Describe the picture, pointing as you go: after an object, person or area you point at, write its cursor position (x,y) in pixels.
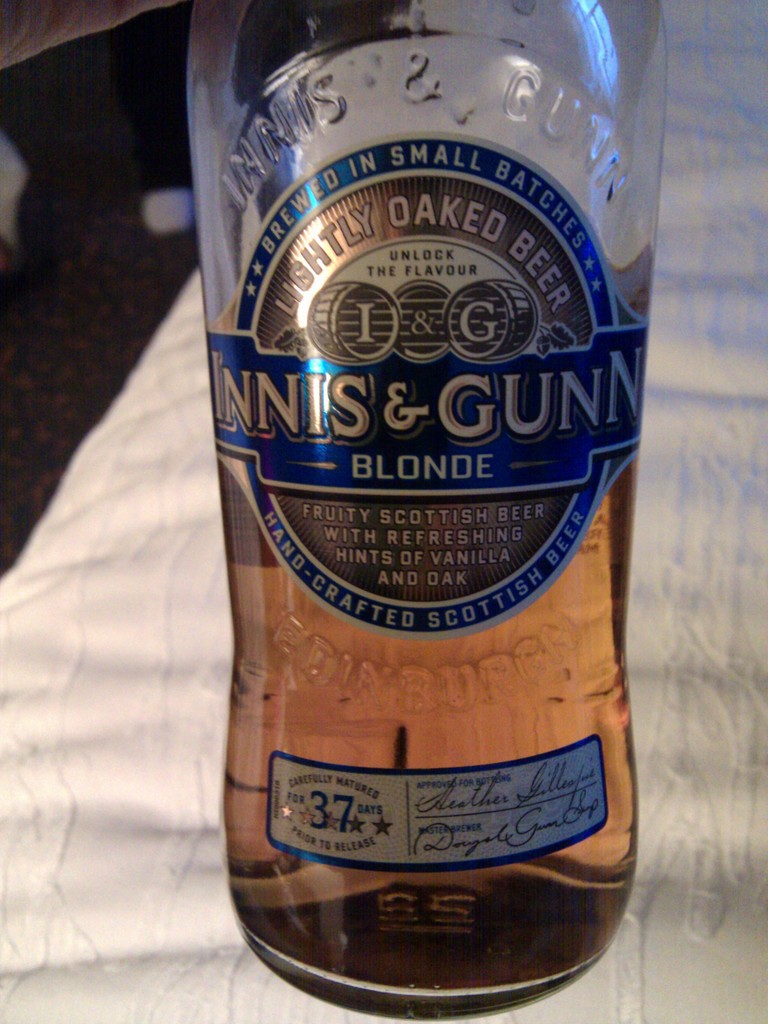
This is a picture of a bottle (360,389), the bottle (367,430) is covered with a sticker (399,406). Background of this bottle (474,744) is a white color.
